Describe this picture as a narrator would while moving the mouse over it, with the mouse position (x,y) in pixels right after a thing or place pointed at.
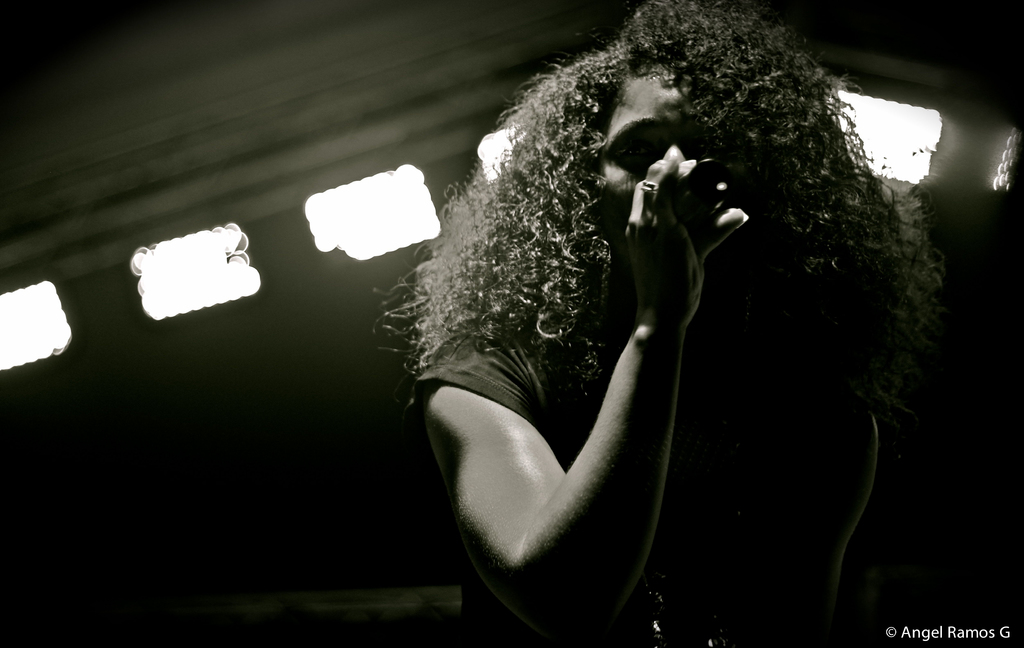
In the foreground (505,390) I can see a person (612,331) is holding a mike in hand (643,329) and a text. In the background (183,299) I can see focus lights (252,267) and a curtain (238,447). This image is taken may be on the stage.
